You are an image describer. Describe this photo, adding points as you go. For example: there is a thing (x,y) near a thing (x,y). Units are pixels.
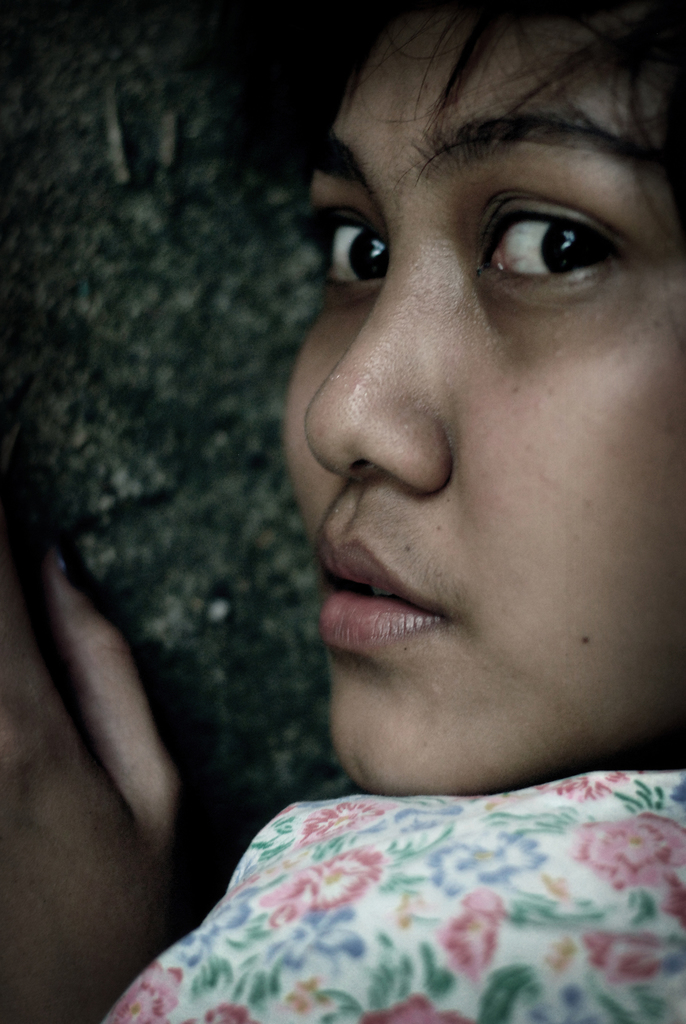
In this picture I can see a woman (407,877) and looks like a wall (134,449) in the background (185,241).
